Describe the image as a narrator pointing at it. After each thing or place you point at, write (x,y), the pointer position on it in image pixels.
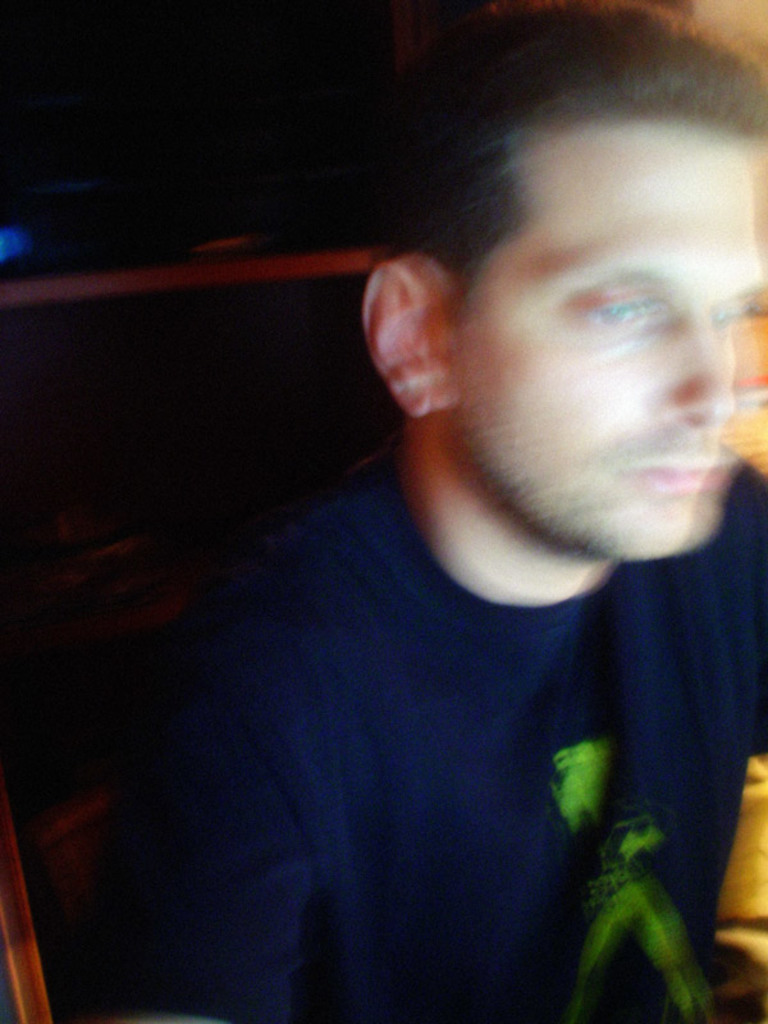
In this picture, we see a man (423,634) is wearing the blue T-shirt (373,826). He is sitting on the chair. Behind him, we see a rod (326,263). On the right side (746,447), we see an object (746,877) in yellow color. In the background (182,313), it is black in color. This picture might be clicked in the dark.
